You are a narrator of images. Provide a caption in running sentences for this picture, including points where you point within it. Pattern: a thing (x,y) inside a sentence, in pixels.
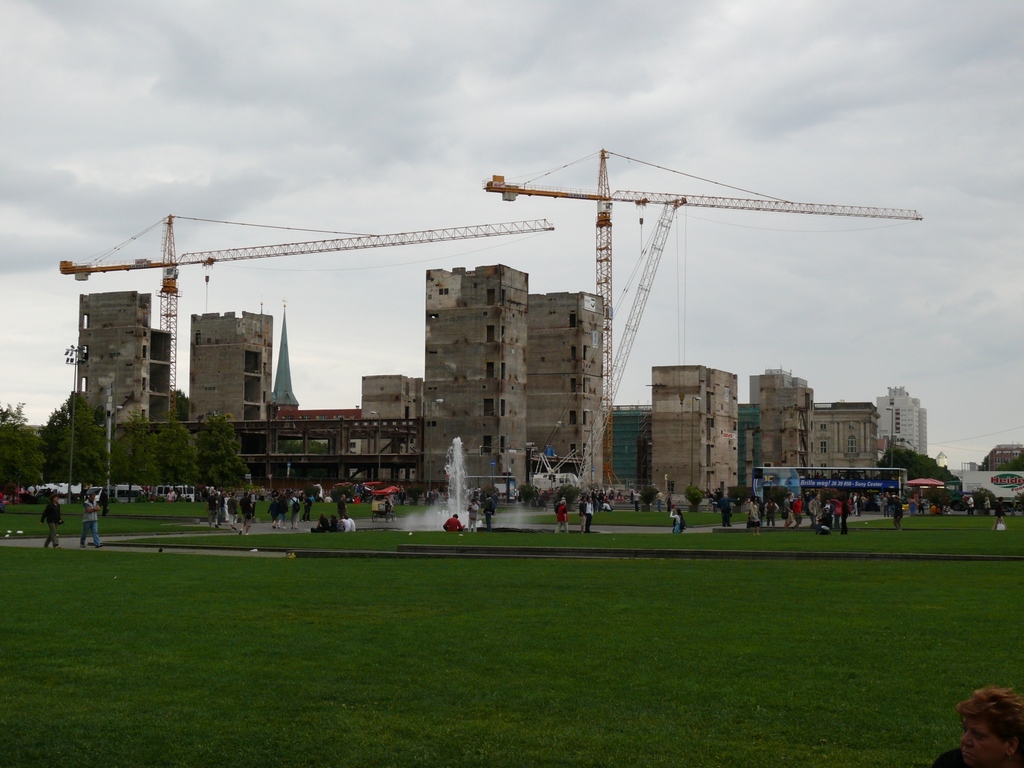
In this image there is a park (512,596), in that park (436,564) there are walking paths (102,548), people (292,521) are doing different activities in the park (400,514) and there is a fountain (448,518), in the back ground (41,471) there are trees (173,459) and some houses (218,349) are constructing and there is cloudy sky (688,148).
